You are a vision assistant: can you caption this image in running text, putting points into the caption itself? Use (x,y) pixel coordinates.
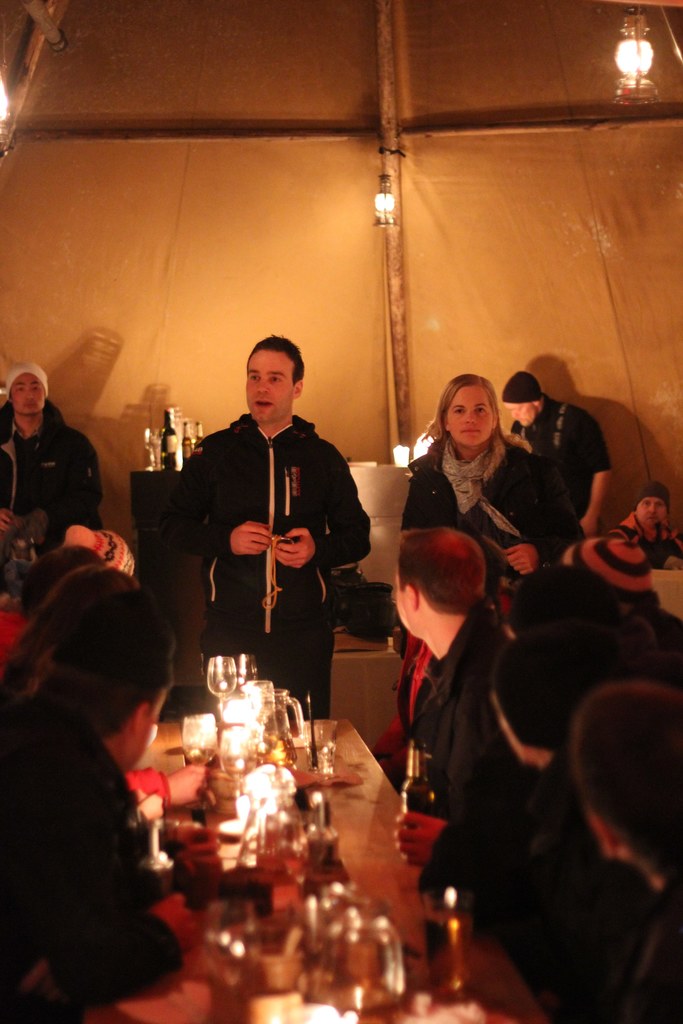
In the image we can see there are many people (531,657) around and wearing clothes (571,600). This is a table (364,805), on the table (358,805) there is a light (235,702), wine glass (219,677) and a bottle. This is a wooden pole (391,327).
